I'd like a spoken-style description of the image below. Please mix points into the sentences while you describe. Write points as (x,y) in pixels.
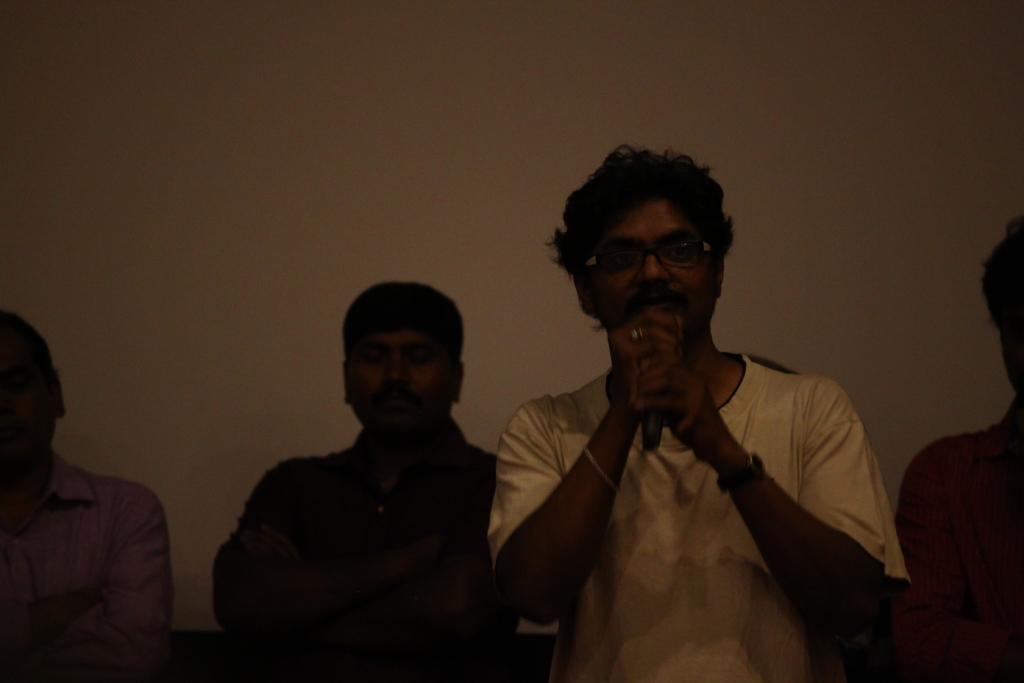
The man (594,459) in white T-shirt (673,463) who is wearing spectacles (604,265) is holding a microphone (655,413) in his hand (724,466). Beside him, we see three men (271,551). Behind them, we see a wall (753,242) in white color. This picture is clicked in the dark.
